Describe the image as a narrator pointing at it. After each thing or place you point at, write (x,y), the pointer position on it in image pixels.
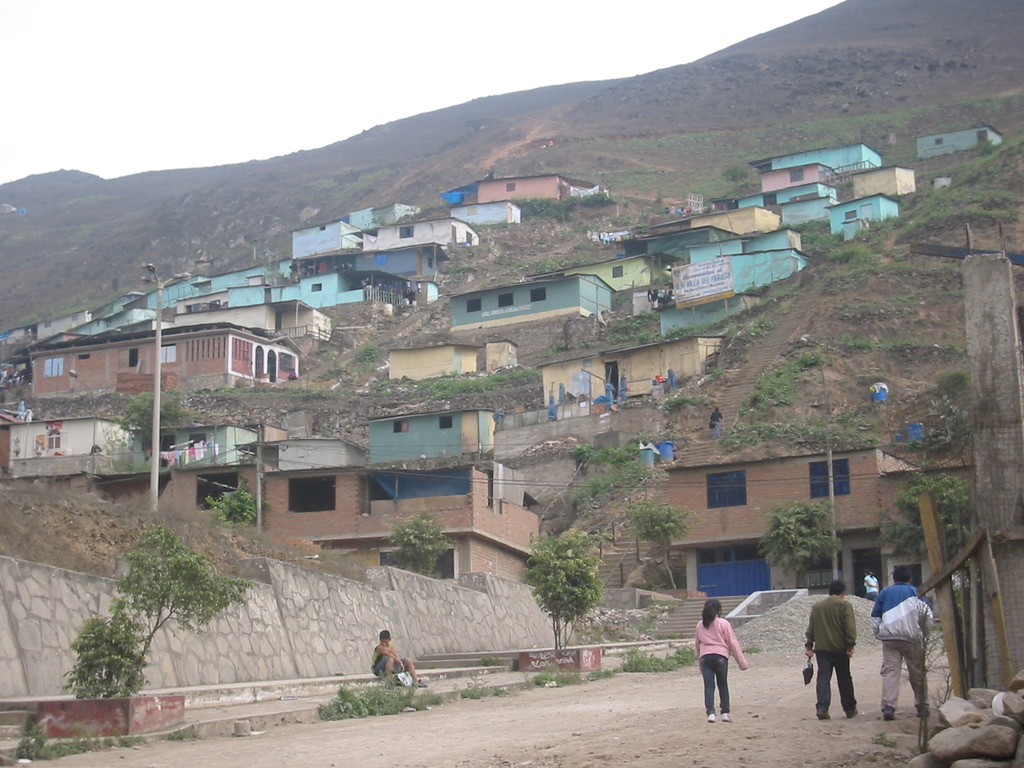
In this picture we can see people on the ground (552,725), here we can see houses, trees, poles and some objects (549,654) and we can see sky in the background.
